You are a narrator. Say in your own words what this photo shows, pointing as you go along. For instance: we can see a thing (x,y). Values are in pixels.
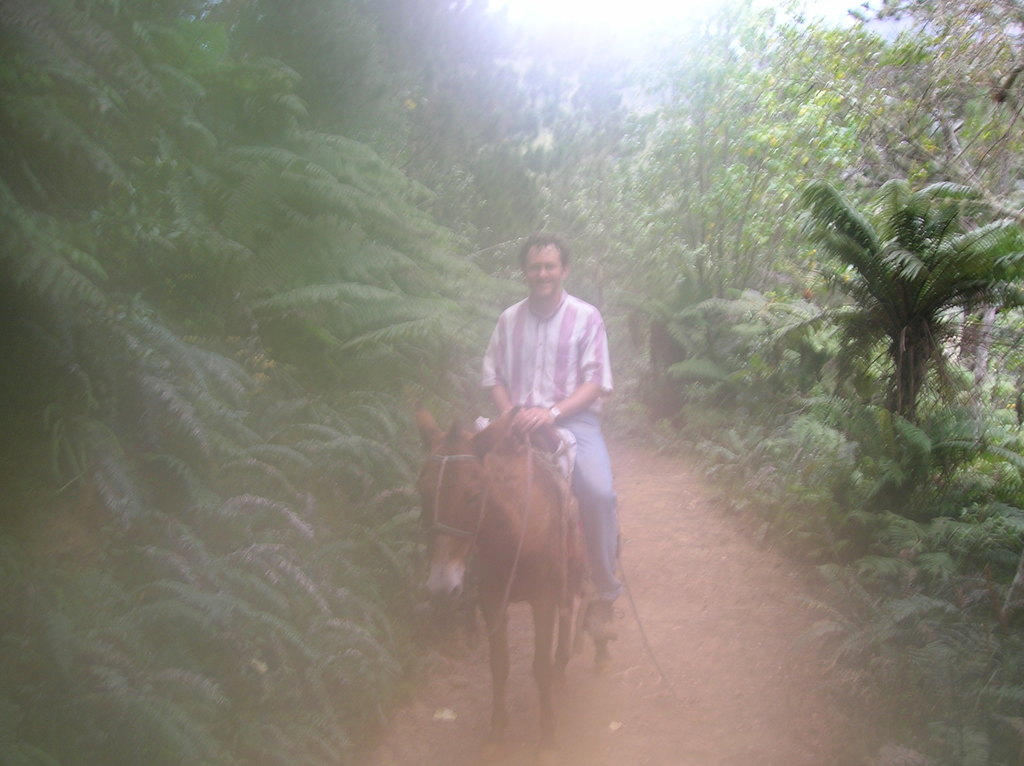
In this image I can see a man (553,285) sitting on the horse (499,538). At the back side (296,211) there are trees (338,185).
